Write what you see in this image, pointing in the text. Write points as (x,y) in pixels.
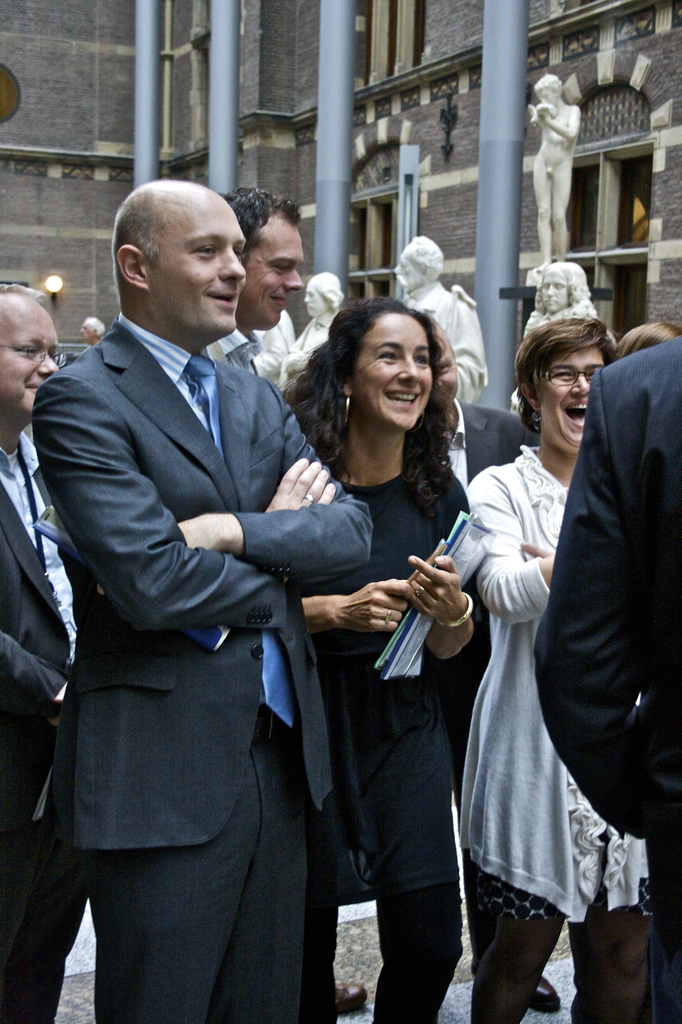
In this image in the center (412,522) there are some people (270,508) who are standing and smiling, and in the background (294,119) there is a building (414,131) and some sculptures (548,175) and poles (503,157).
